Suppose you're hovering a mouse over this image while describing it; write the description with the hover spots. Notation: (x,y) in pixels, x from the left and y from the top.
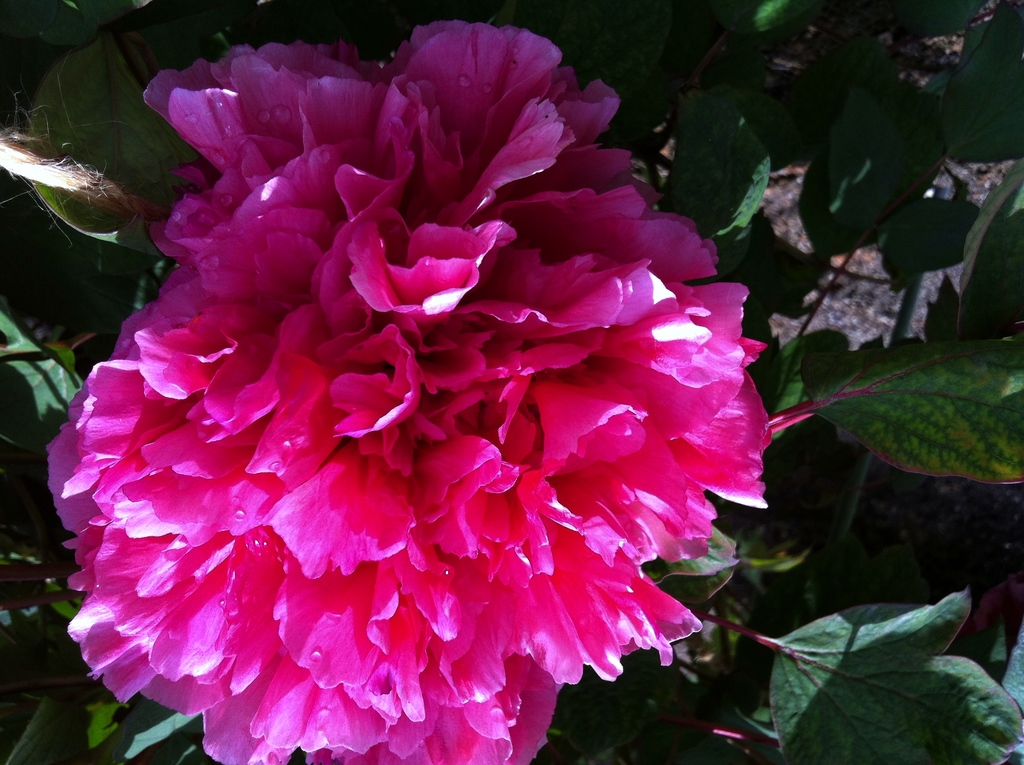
In this picture I can see a flower (422,467) to a plant (694,94) and I can see leaves (769,308).
